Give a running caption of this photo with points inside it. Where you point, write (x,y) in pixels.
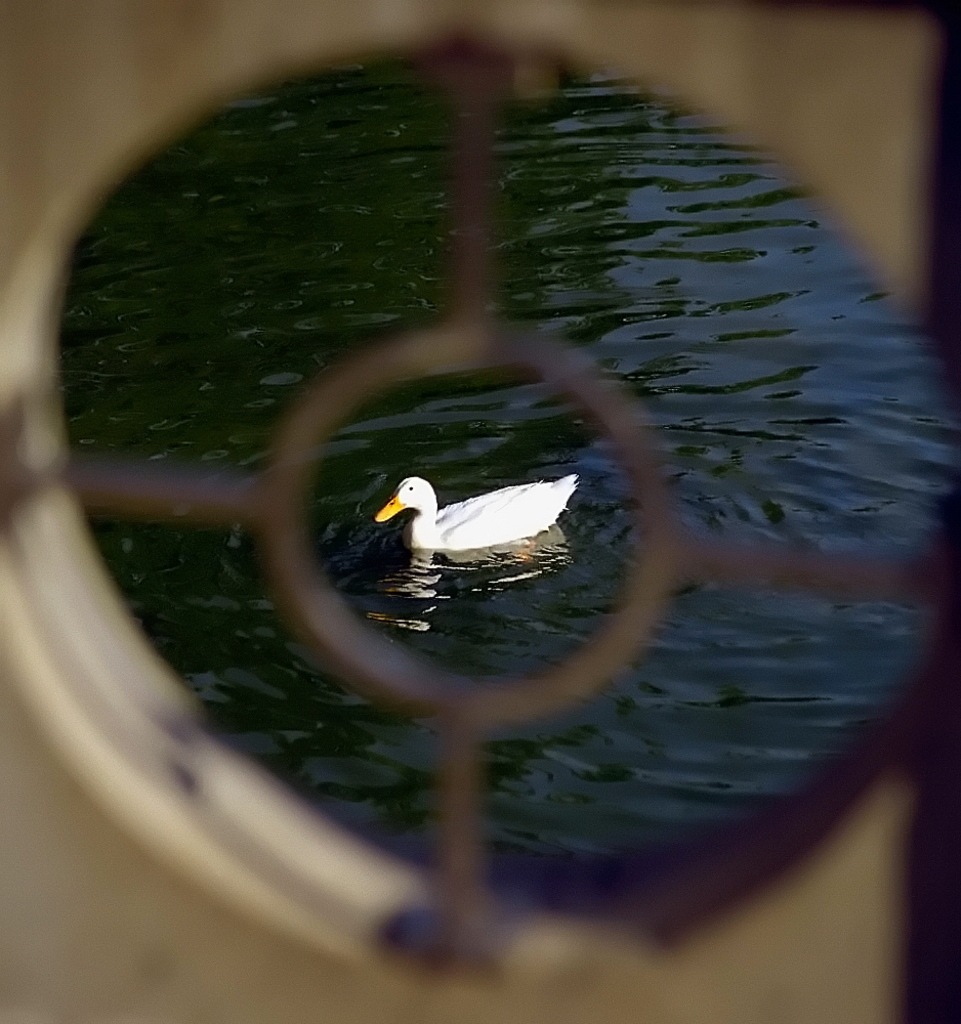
There is a white duck (414,485) on the water (462,622).
